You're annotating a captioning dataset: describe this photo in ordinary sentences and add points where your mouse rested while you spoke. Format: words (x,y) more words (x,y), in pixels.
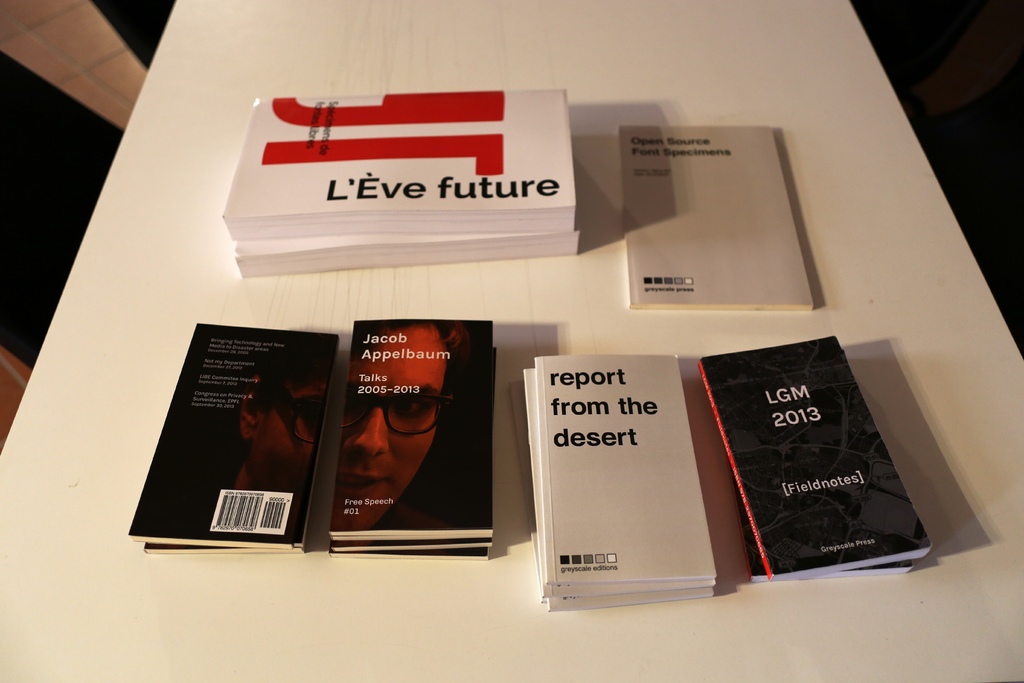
In this image I can see books (426,378) on a white color table (411,301). On these book covers (423,409) I can see photos (379,452) of people (401,437) and something written on it.
